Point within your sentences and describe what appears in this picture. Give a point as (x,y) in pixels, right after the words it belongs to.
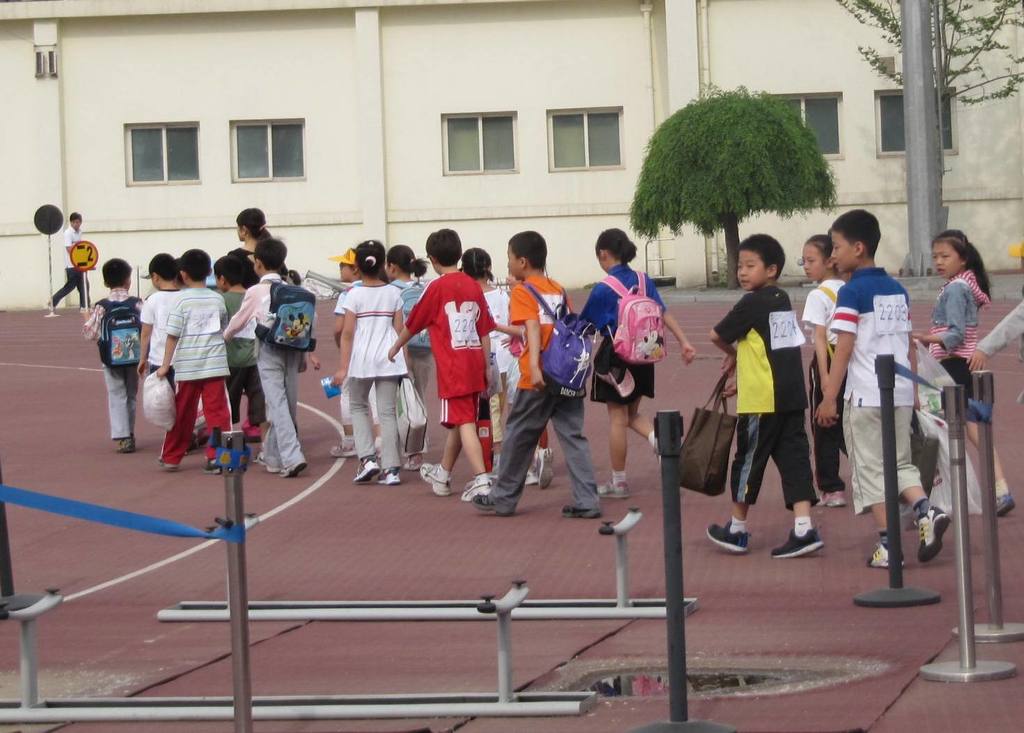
Here we can see group of people (872,424). There are poles (970,611), boards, and trees (1017,4). In the background (401,210) we can see a building (706,38) and windows (167,132).
